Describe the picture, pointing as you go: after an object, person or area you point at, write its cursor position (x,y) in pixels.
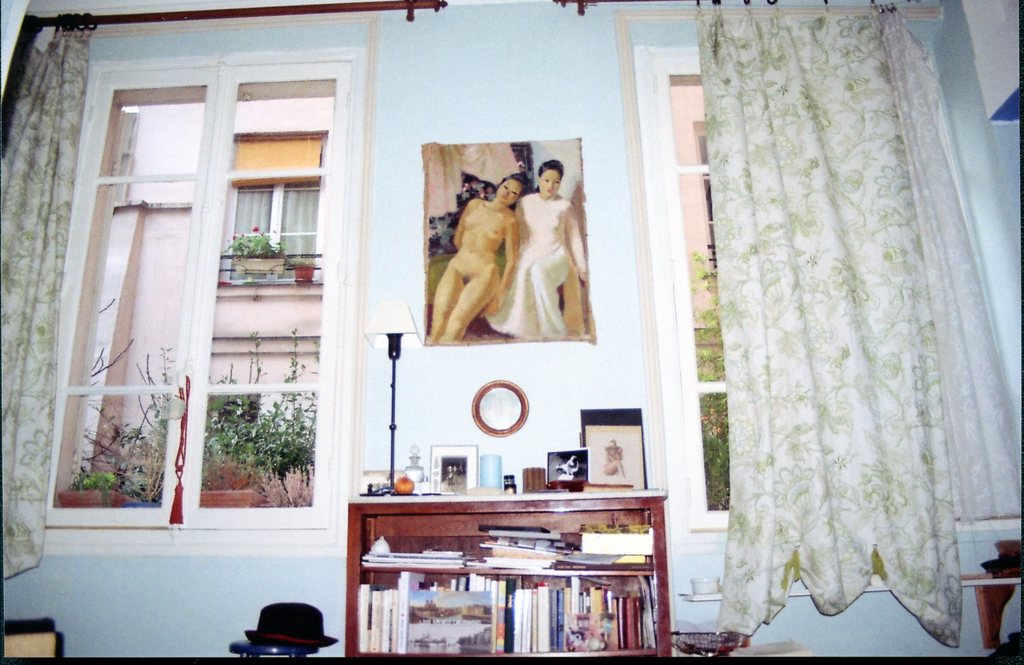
In this image I can see the room (194,537). Inside the room (194,556) I can see the books (400,644) in the rack (518,617). I can see the lamp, frames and few objects (422,474) on the rack (479,504). On both sides of the rack (357,631) I can see the hat (272,633) and few more objects (274,651). In the background (336,381) the painting (468,218) and windows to the wall (610,297). I can see the curtains (757,426) to the windows (712,373). Through the windows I can see the plants (215,422), flower pots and an another building (296,288).
